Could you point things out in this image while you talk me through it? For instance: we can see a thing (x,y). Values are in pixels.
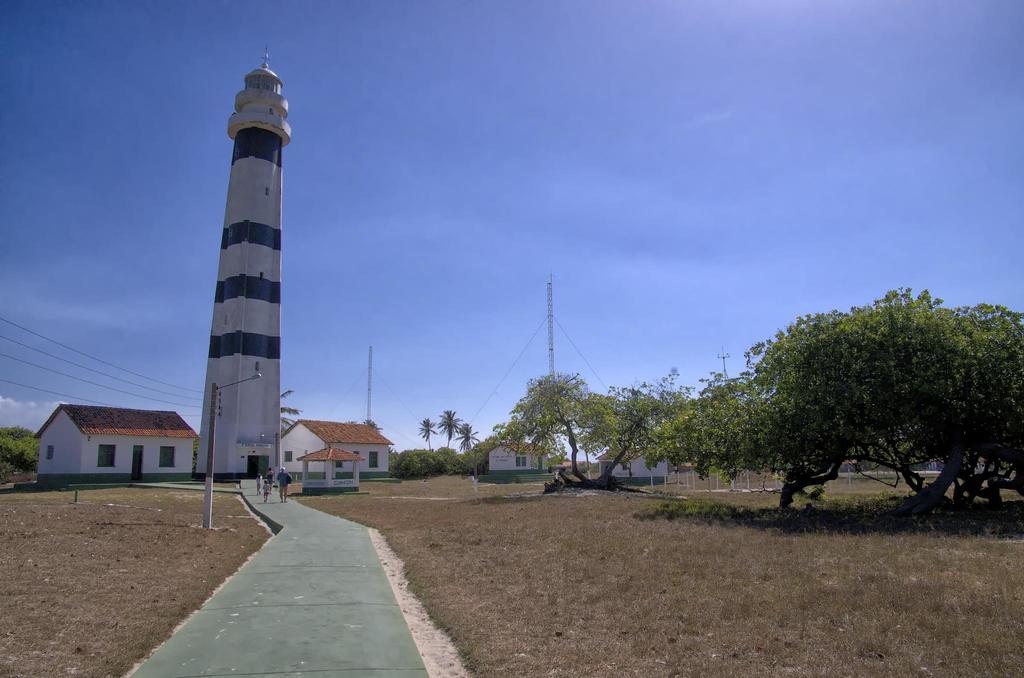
As we can see in the image there are houses (645,480), building (258,348), grass (535,485), few people (284,488) walking over here, trees (508,436), current pole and sky (652,273).
